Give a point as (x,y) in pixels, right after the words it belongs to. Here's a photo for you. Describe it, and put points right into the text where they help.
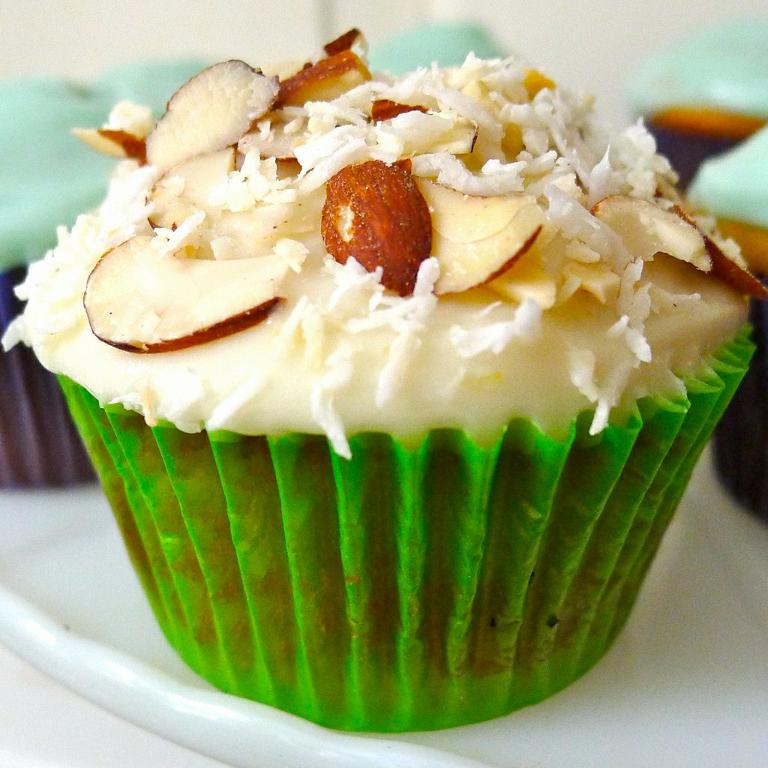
In the foreground (468,75) I can see a cupcakes (120,293) in the plate (151,666). This image is taken in a room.
